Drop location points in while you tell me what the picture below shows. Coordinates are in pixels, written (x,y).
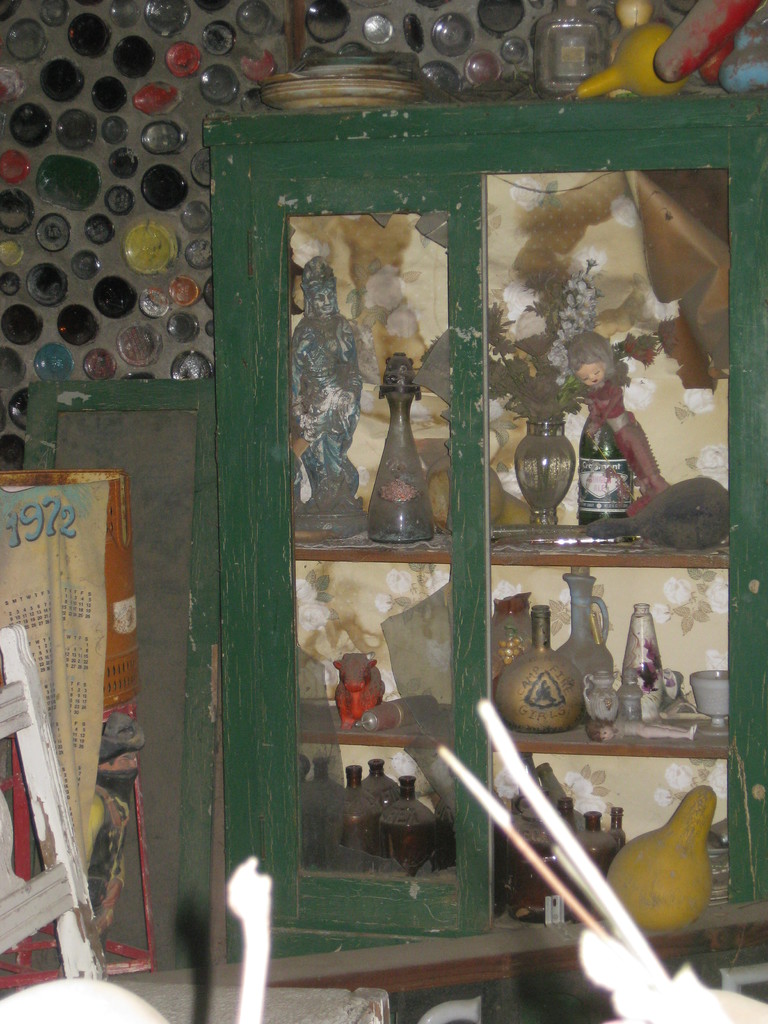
In the image there are many jars (526,650), jugs (597,643) and flower vase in the cupboard (262,190) with many jars (594,19) and plates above it, the back wall (190,253) is made of glasses (135,233), in the front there is some furniture (13,877).
